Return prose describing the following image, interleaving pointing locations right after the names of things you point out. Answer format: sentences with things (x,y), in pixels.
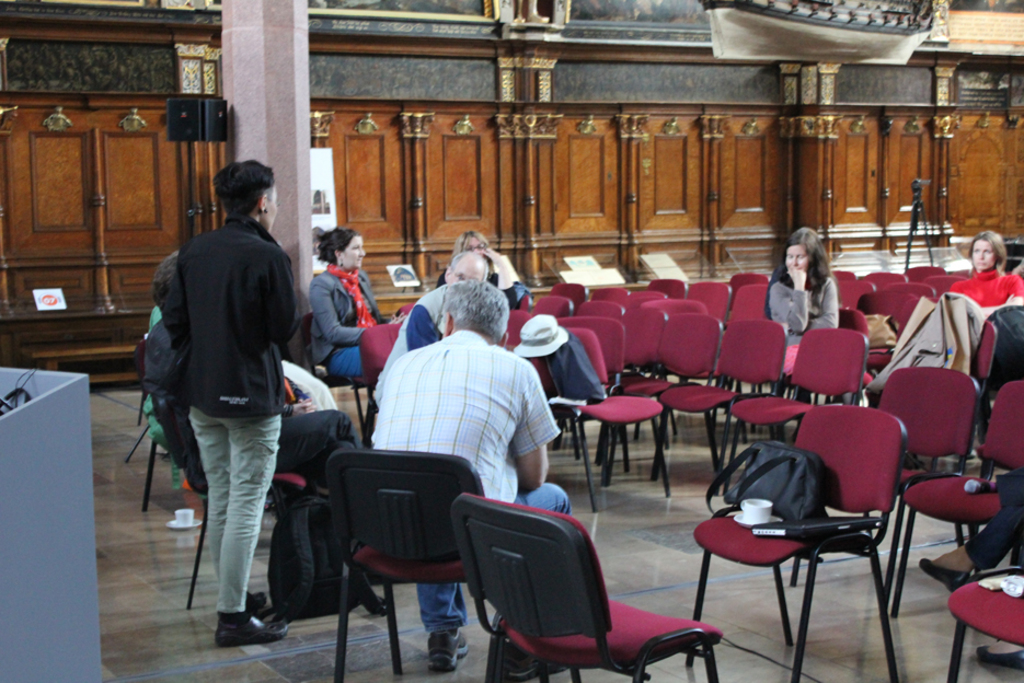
In this picture there are people (487,477) those who are sitting on the chairs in the center of the image (491,440) and there are other empty chairs (747,379) in the image, there is a desk (35,406) on the left side of the image (62,676) and there is a decorated wall (639,126) in the background area of the image (478,88).
